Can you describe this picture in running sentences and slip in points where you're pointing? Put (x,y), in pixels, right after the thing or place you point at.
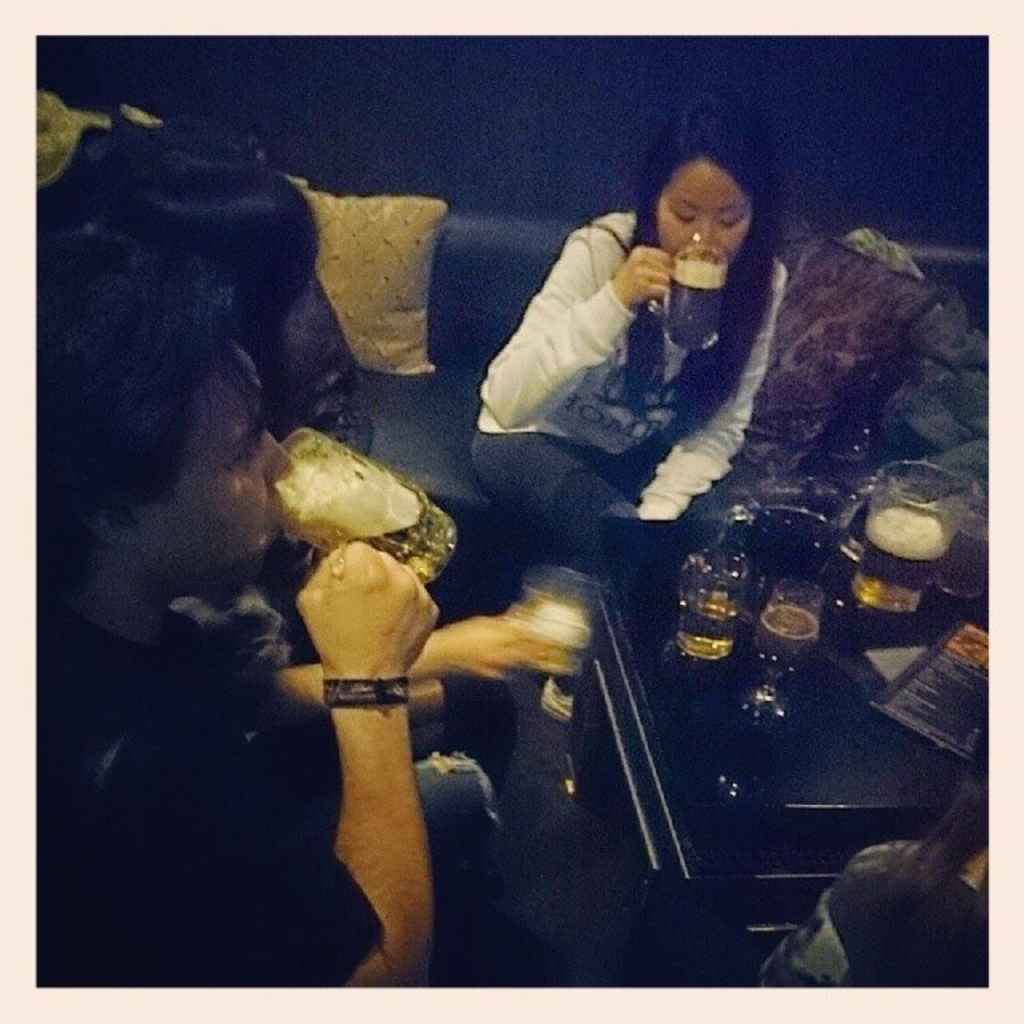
In this image we can see some people (303,787) sitting on the sofa (410,382) and having some drinks (388,518). And we can see some glass bottles (904,587), glasses (886,595) and some objects (896,668) on the table (867,676).
